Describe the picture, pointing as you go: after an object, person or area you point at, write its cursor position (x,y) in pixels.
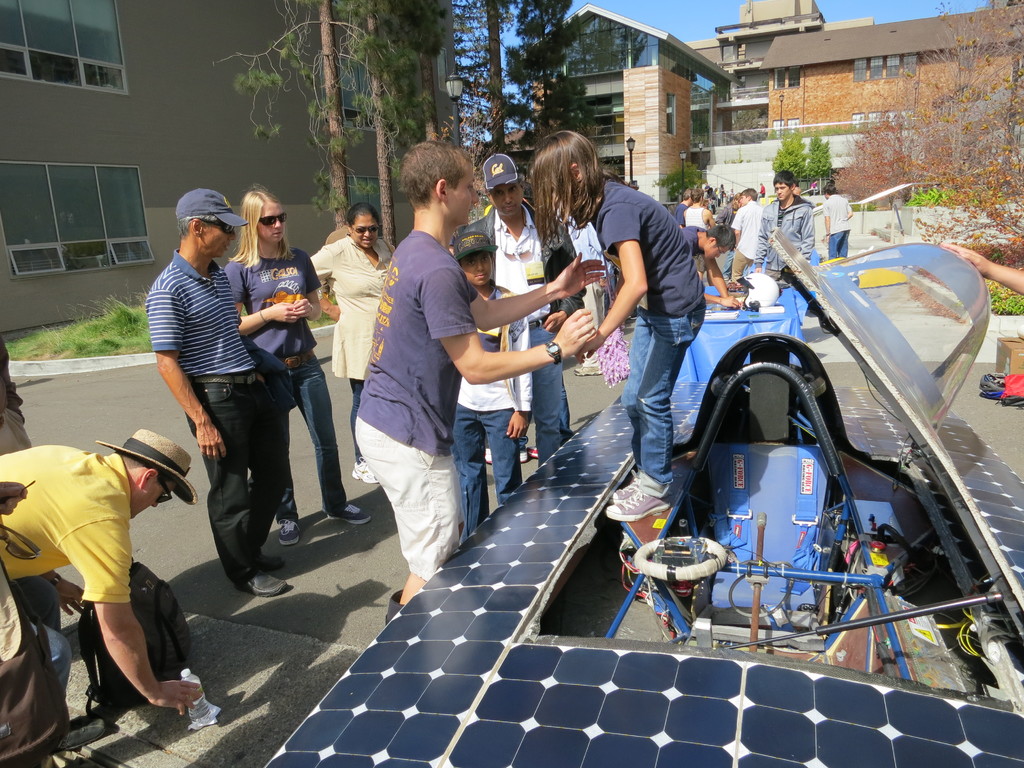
In this image I can see number of persons (226,408) are standing on the ground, a girl (648,240) standing on the object (661,544) which is blue in color. I can see a water bottle (187,681) and a bag (163,586) on the ground (201,655). In the background (769,219) I can see few persons (728,227) standing on the ground (197,629), few trees (425,79), few buildings (623,102) and the sky (936,11).
